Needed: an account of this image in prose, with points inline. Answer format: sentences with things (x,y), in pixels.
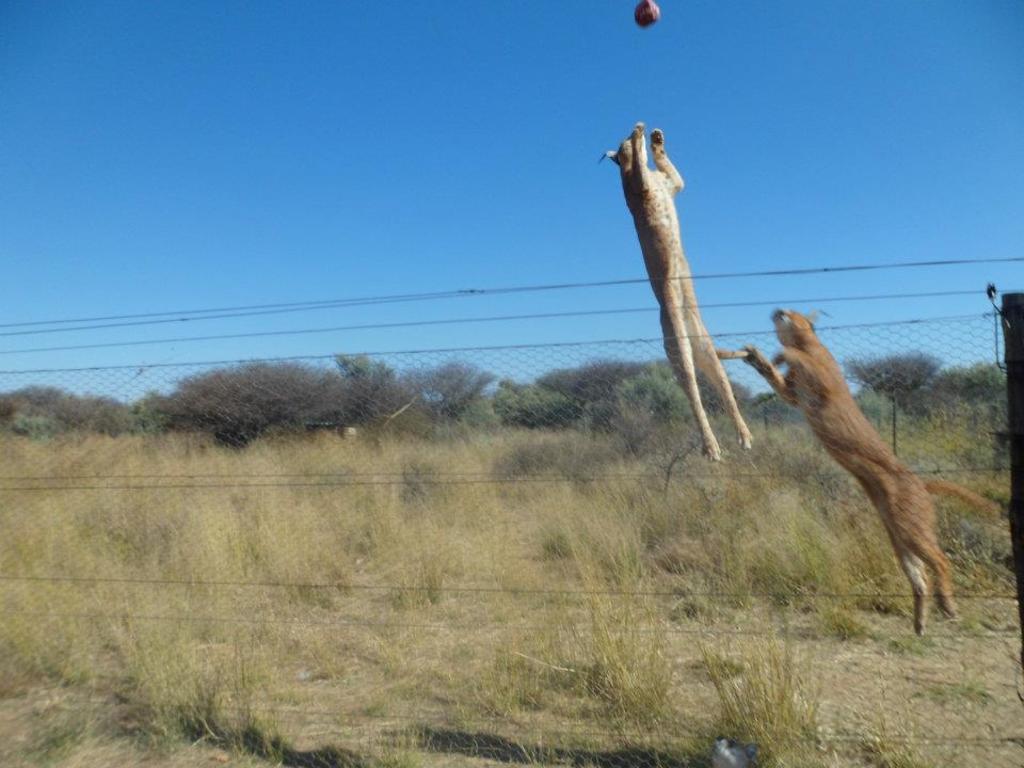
This picture is clicked outside the city. On the right (762,369) we can see the two animals (691,316) jumping in the air (650,43) and there is an object (655,11) which is in the air (675,84) and we can see the cables (300,333), net (459,369), grass (542,542), sky (295,209) and trees (120,417).
